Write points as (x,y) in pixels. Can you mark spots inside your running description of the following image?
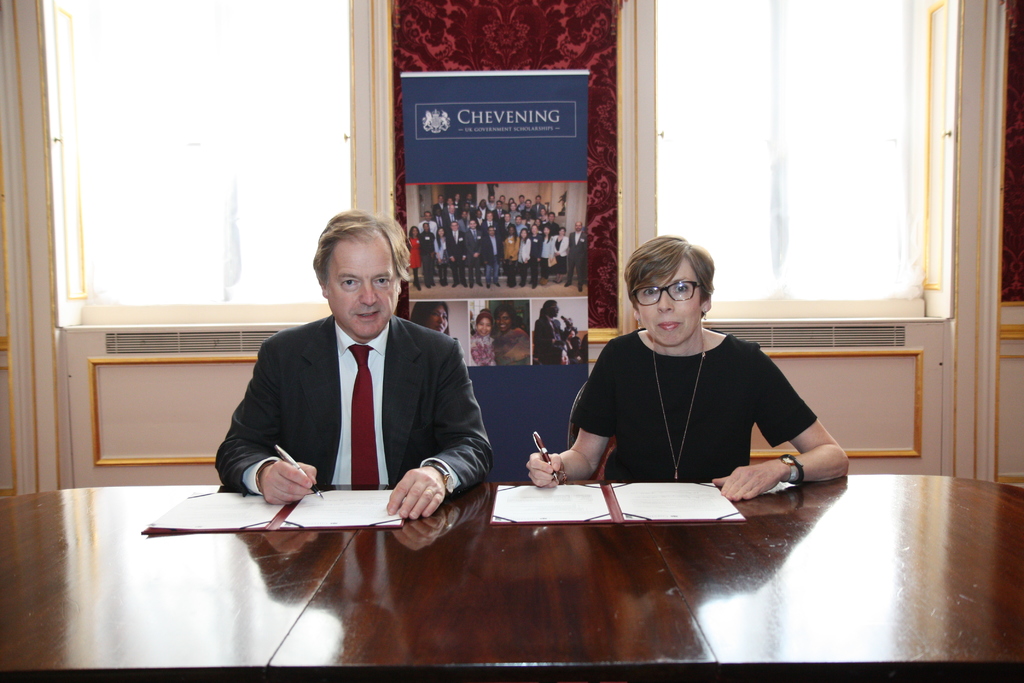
This picture is clicked inside. In the foreground (208,572) there is a wooden table (370,589) on the top of which two books (515,517) are placed and we can see a man (414,366) wearing suit (413,366) and a woman (580,418) wearing black color dress (679,368), both of them are sitting on the chairs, holding pens (316,488) and seems to be writing something. In the background (842,97) we can see the windows (58,176) and we can see the pictures (525,224) of group of persons (475,242) and we can see text (515,120).
